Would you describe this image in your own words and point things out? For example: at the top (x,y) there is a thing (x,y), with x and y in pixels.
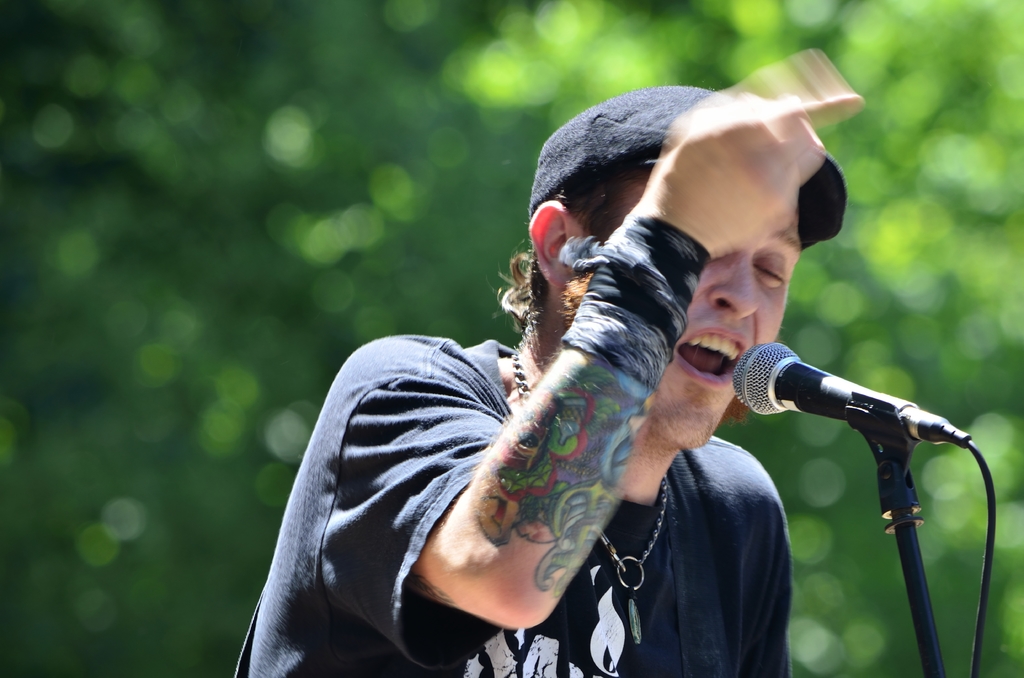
In this picture I can see there is a man (378,449) standing and he is singing, he is wearing a black shirt (394,471), he has a tattoo (573,447) on his right hand (604,372) and he is wearing a cap (647,100). There is a microphone (796,402) attached to the stand (895,463) at right side (784,399) and there might be trees (232,206) in the backdrop (153,235) and the backdrop (137,267) is blurred.
